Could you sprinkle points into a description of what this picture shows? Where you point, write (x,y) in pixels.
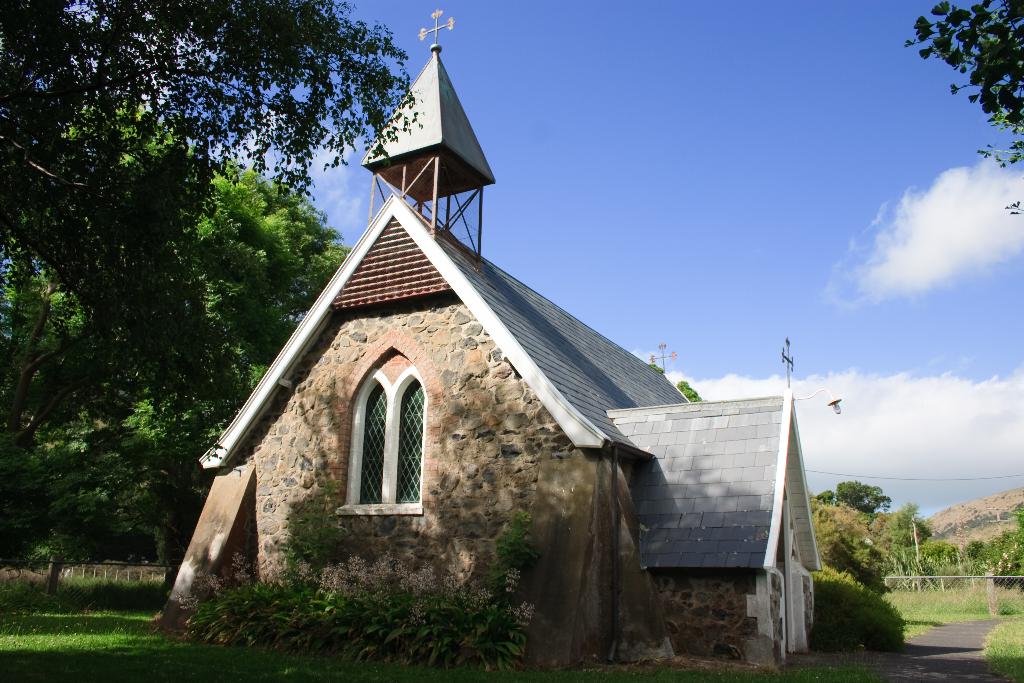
This picture a building (311,484) and we see trees (197,378) and few plants (419,607) and we see grass (126,643) on the ground (959,641) and a light (803,400) and we see a blue cloudy Sky (818,227).
